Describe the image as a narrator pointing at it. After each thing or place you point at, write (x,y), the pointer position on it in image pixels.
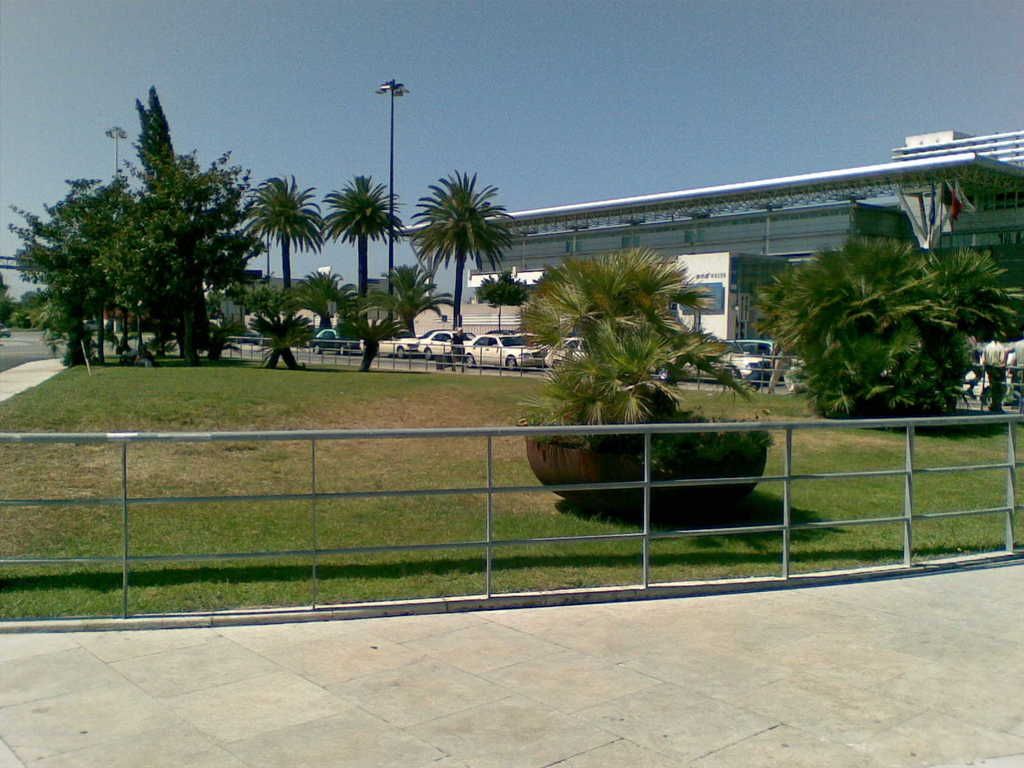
As we can see in the image there are trees (346,226), vehicles (556,356) and buildings (627,236). There is grass (248,389) and at the top (590,41) there is sky (614,36). There are few people (983,346).
